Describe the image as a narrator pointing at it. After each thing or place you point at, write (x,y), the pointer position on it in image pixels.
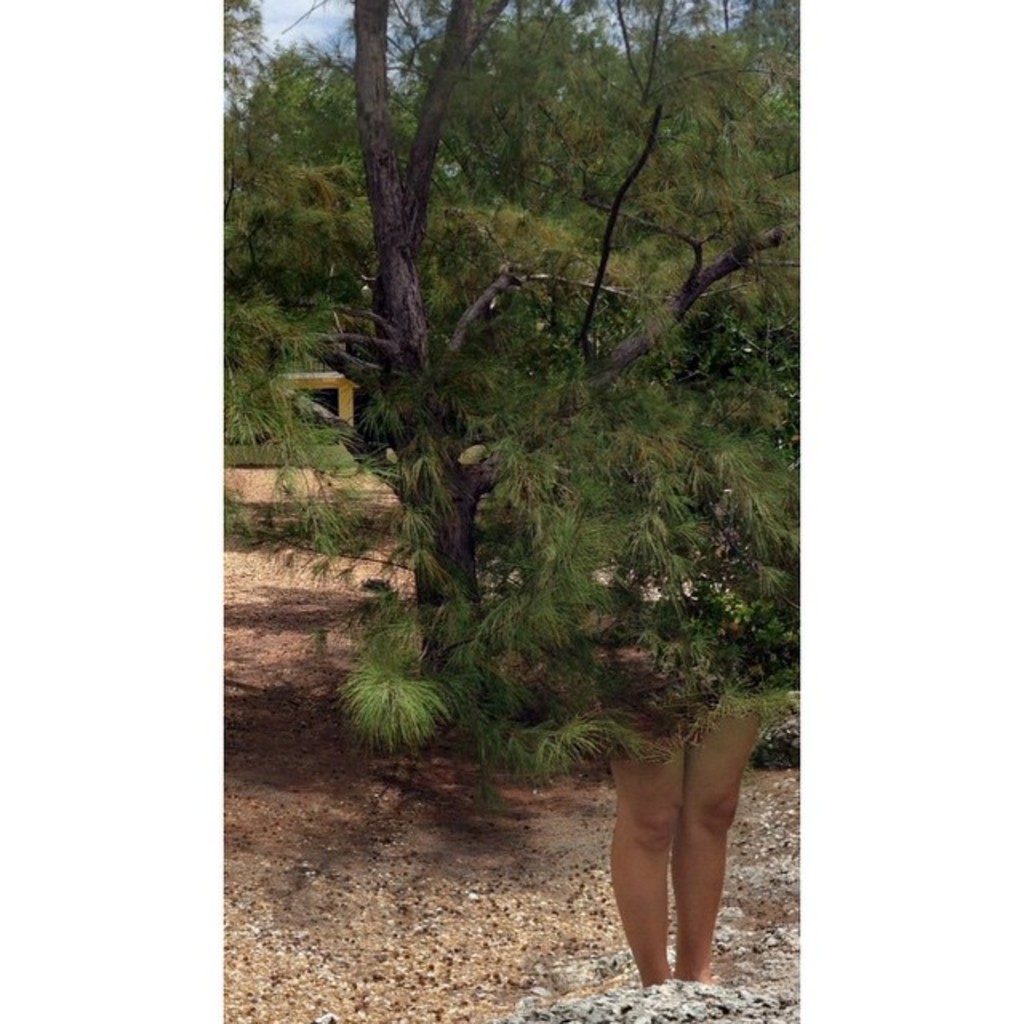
Here we can see legs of a person (655,844). There are trees (477,371). In the background (318,22) we can see sky (273,15).
